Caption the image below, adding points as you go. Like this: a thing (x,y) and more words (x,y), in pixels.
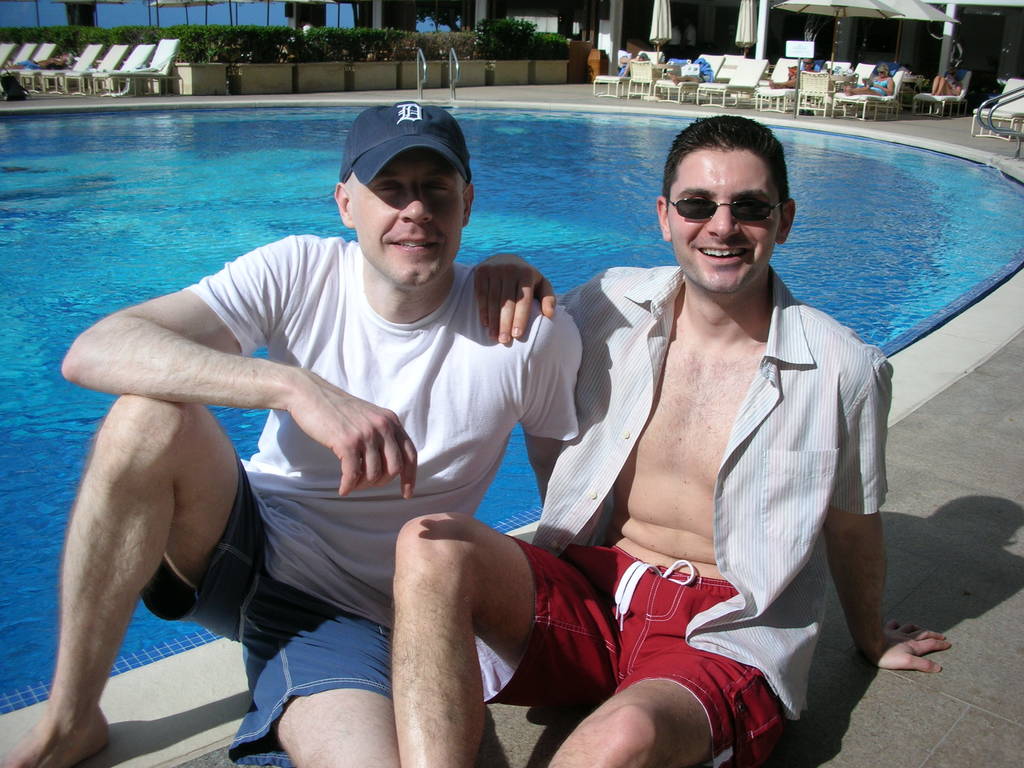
In the image there is a swimming pool (155,169) beside it there are two men (452,383) sitting and they are smiling. One man (442,282) is wearing a cap (417,122) and another man (701,160) is wearing glasses (697,219). Behind them there are chairs (779,80) on which a woman (876,87) is sitting upon her there is an umbrella (858,13) and here we can see there are plants (498,40) in pots (297,66) and the chairs (85,66) over here.
